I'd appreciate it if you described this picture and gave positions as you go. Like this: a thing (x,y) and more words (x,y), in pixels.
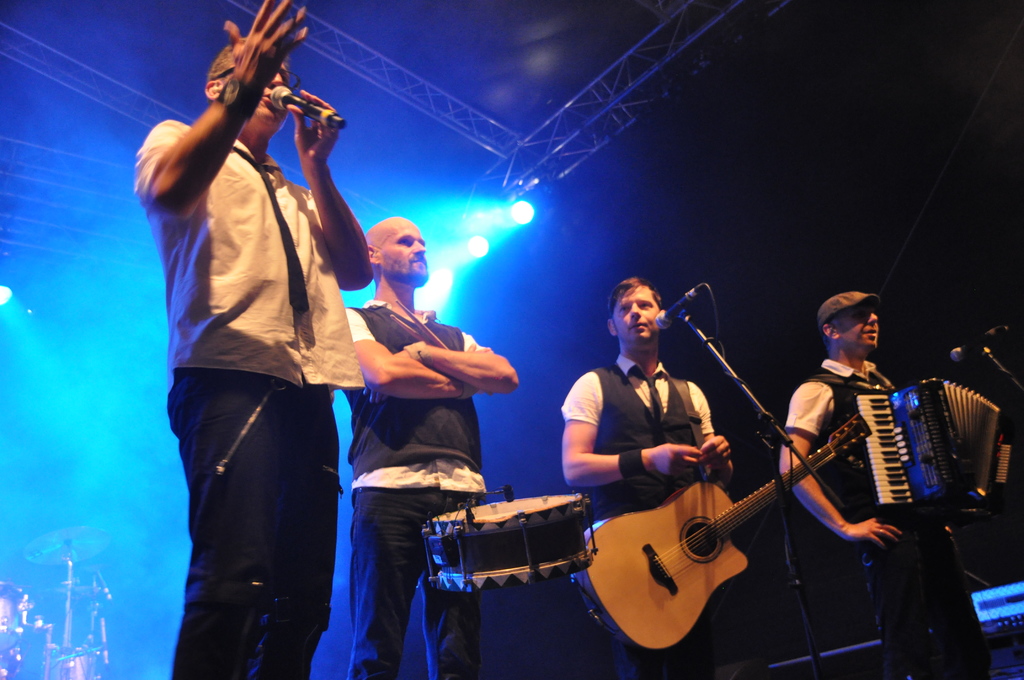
In the middle of the image (483,366) a man (479,347) is standing. Left side of the image (241,61) a man (276,131) is holding microphone (279,97) and standing. In the middle of the image (575,438) a man (589,424) is holding guitar (684,607) and standing. right side of the image (812,482) a man (904,643) is standing and holding a musical instrument (904,402). At the top of the image (527,44) there is a roof (535,82) and lights (516,213). Bottom left side of the image (3,672) there is a drum (93,658).
